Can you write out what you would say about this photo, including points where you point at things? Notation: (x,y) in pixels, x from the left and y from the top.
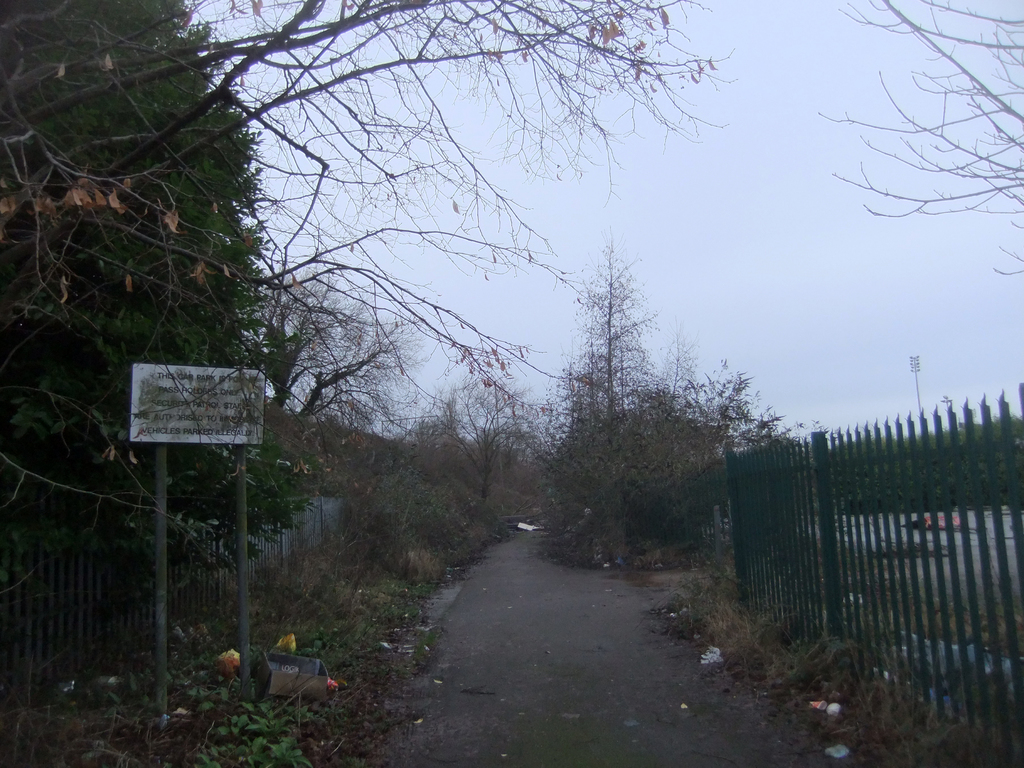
In the background (627,232) we can see the sky (801,274). In this picture we can see a board (223,388), poles (158,554), railings (301,532), road (463,726), branches (348,294), objects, dried leaves (142,739) and trees (104,269).
